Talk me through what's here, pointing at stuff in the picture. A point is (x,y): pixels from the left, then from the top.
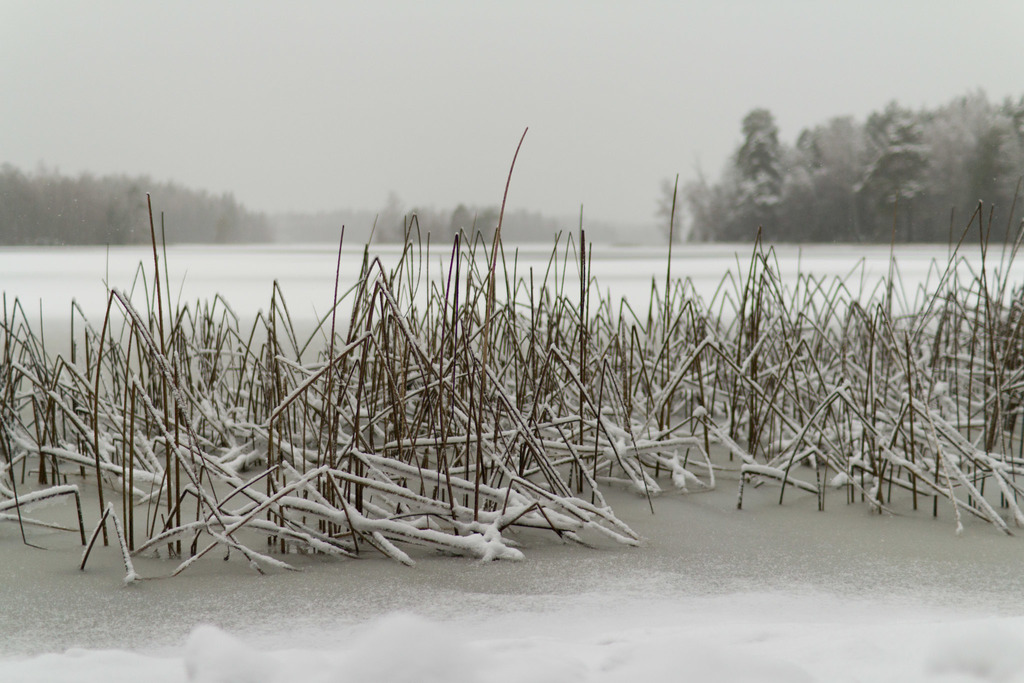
In the picture we can see a snow surface (698,614) with dried grass (191,438) and in the background (424,118), we can see some plants (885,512), trees (756,145), fog (333,120) and sky (622,11).
